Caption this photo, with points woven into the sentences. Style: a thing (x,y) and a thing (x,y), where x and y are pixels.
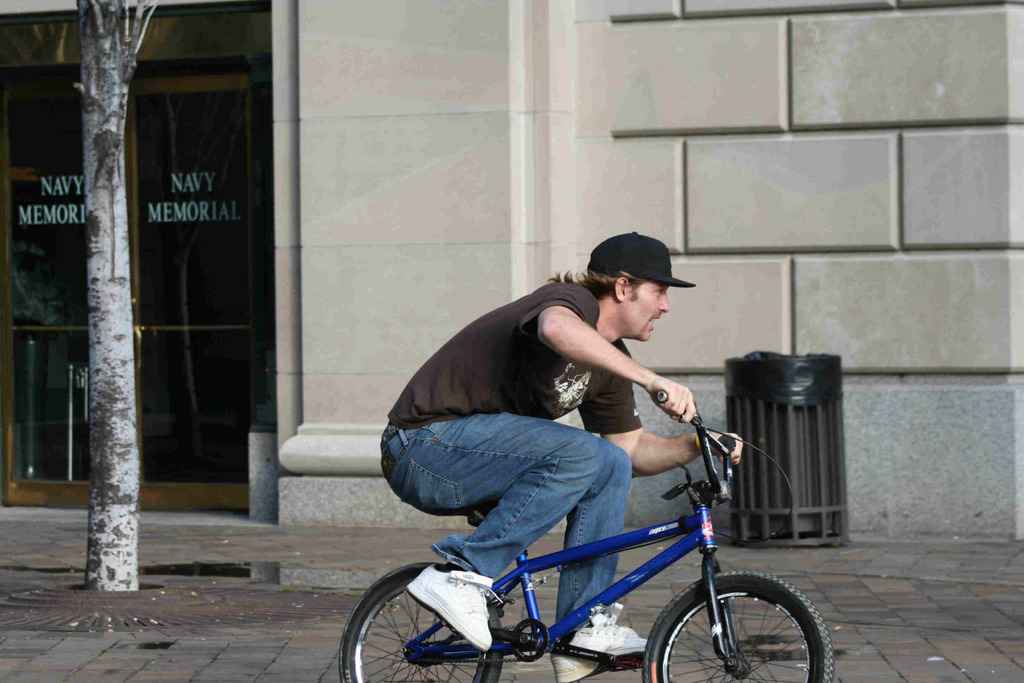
It is a footpath (627,561), there is a man (606,503) who is riding a cycle (723,461), there is a dustbin (797,381) to the left side of the dustbin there is a door (216,431) in the background (425,133) there is a marble wall (755,134).
